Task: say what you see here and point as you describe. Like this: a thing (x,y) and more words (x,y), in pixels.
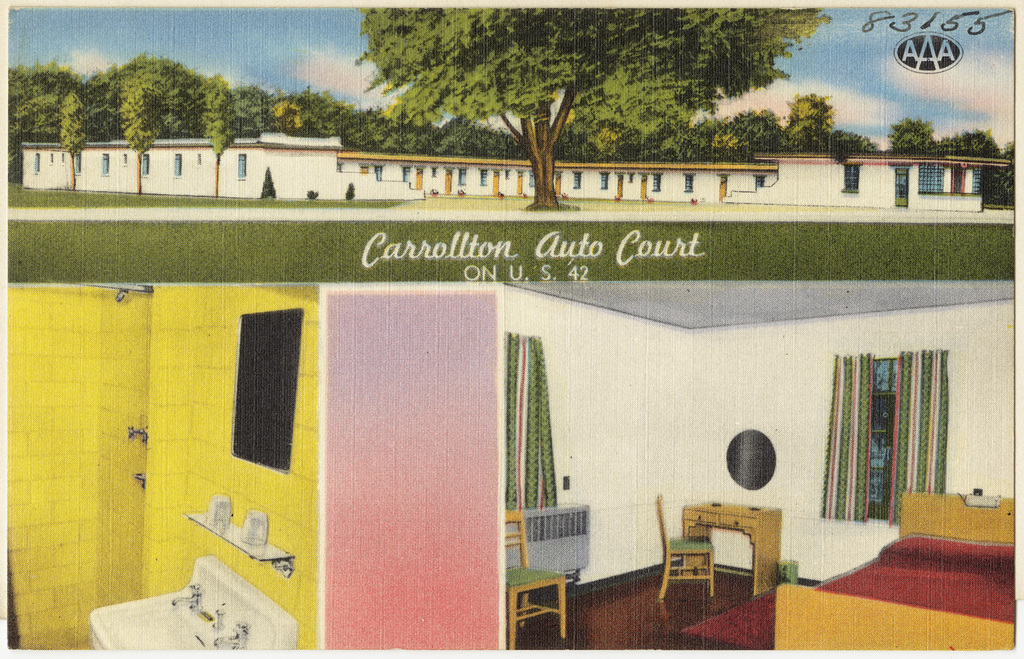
Here we can see three different pictures, in this picture we can see a tree (641,80) in the front (529,108), in the background (598,141) there is a building (666,167), trees (495,134) and the sky (262,43), in this picture we can see a wash basin (175,618) and a wall (166,562), in this picture there is a bed (922,582) at the right bottom (930,592), there are two chairs (711,556) and a table (767,520) in the middle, we can see curtains (863,436) and a wall (785,401) on the right side (902,413), there is some text (507,258) in the middle (505,237).
